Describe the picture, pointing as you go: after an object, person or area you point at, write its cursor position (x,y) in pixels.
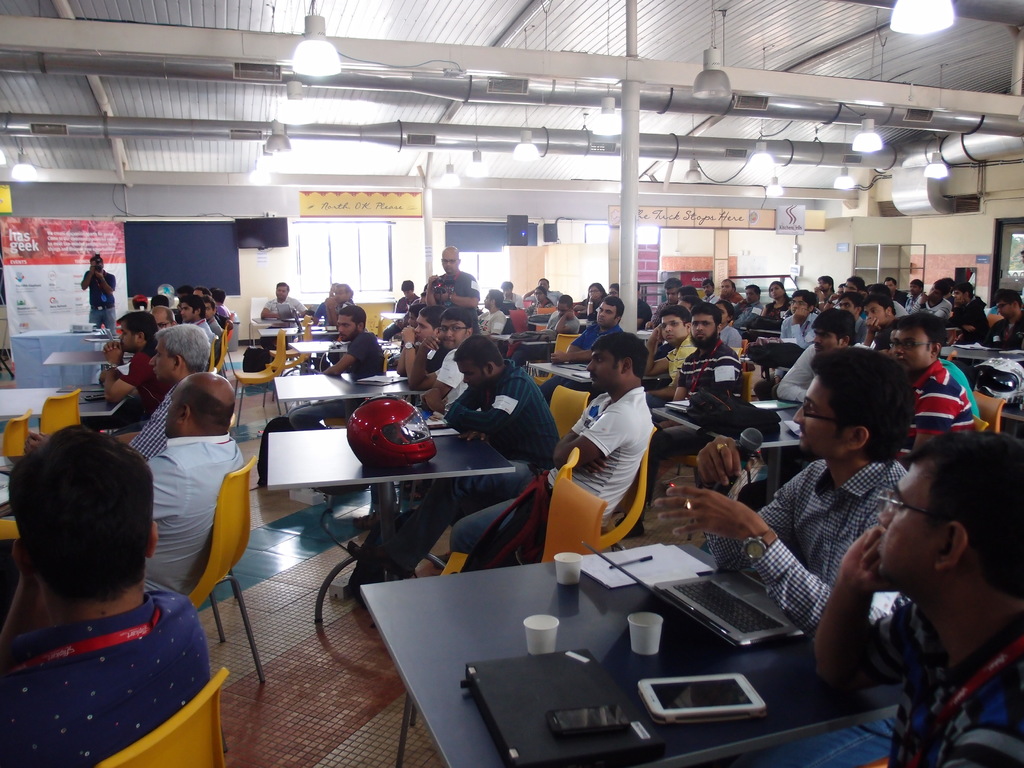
In the middle of the image (531,301) few people (346,290) sitting on the chairs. In the middle of the image (460,300) a man (456,255) is standing and holding something in his hands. Left side of the image (185,257) there is a screen (170,223). At the top of the image (911,31) there is a roof (909,67) and light (317,65). Bottom right side of the image (801,649) there is a table (463,742), On the table (565,610) there is a laptop (702,597) and tablet (703,690) and mobile phone (604,708) and cup (655,621). In the middle of the image (470,452) there is a table (285,453) on the table (439,441) there is a helmet (382,414). Top left side of the image (65,219) there is a banner (114,262). Behind the banner (111,246) there's a wall (57,212). In the middle of the image (627,274) there is a pole (630,303).
